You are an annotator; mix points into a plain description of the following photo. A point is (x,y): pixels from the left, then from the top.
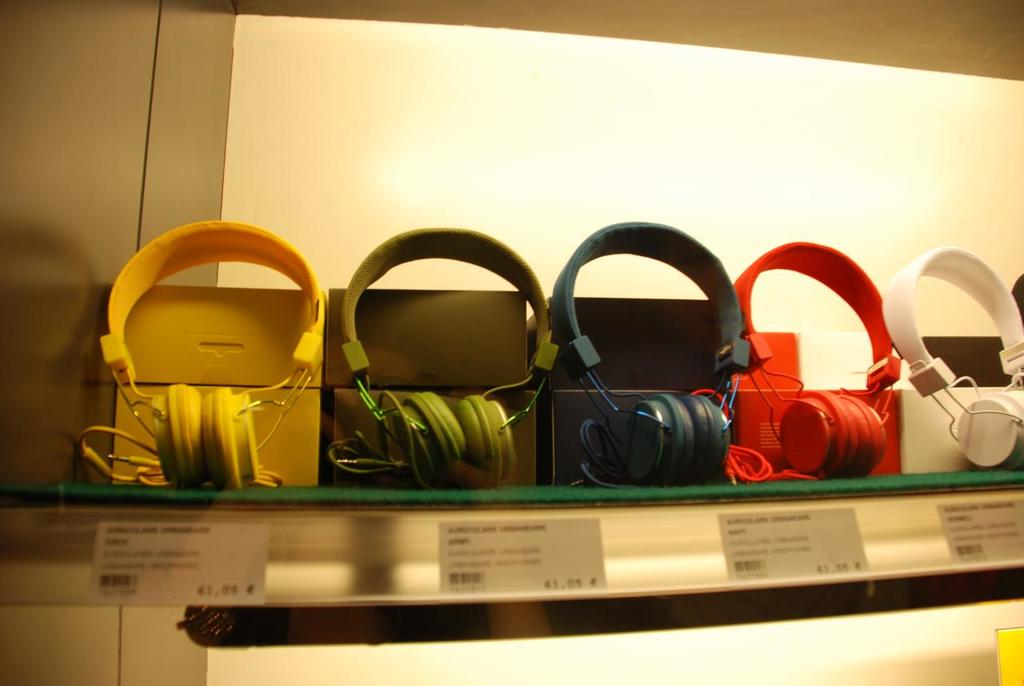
In this image there are different colored headphones (749,459) on display with price tags (96,574).
